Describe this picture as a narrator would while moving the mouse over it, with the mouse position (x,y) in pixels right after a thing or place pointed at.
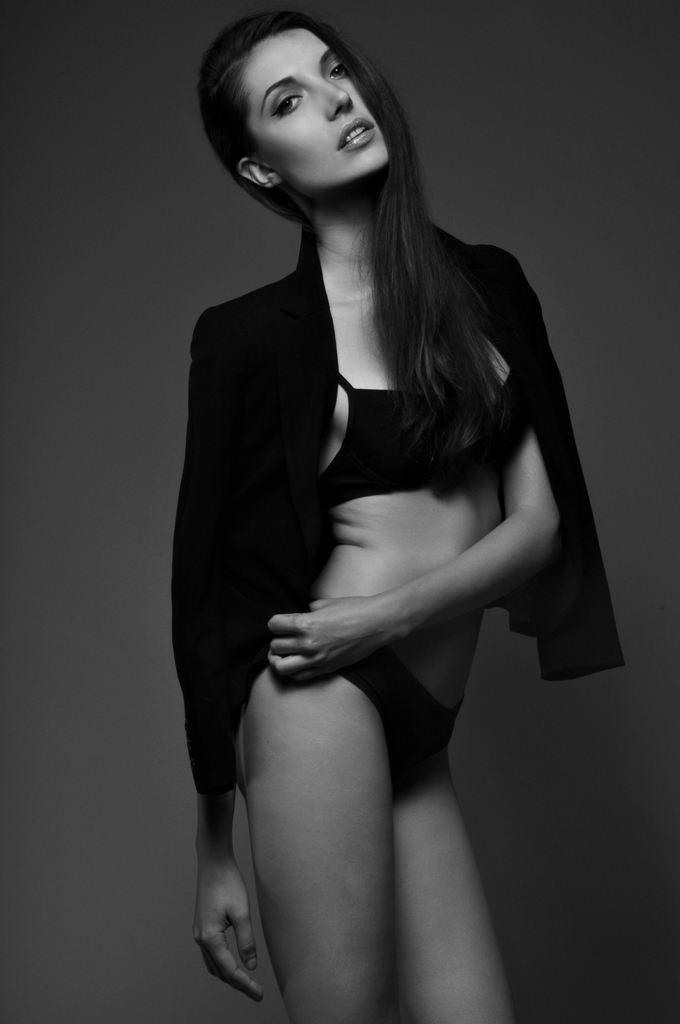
In this picture I can see a woman (300,799) who is standing in front (413,299) and I see that she is wearing black color dress (308,352) and I see that this is a black and white image.
